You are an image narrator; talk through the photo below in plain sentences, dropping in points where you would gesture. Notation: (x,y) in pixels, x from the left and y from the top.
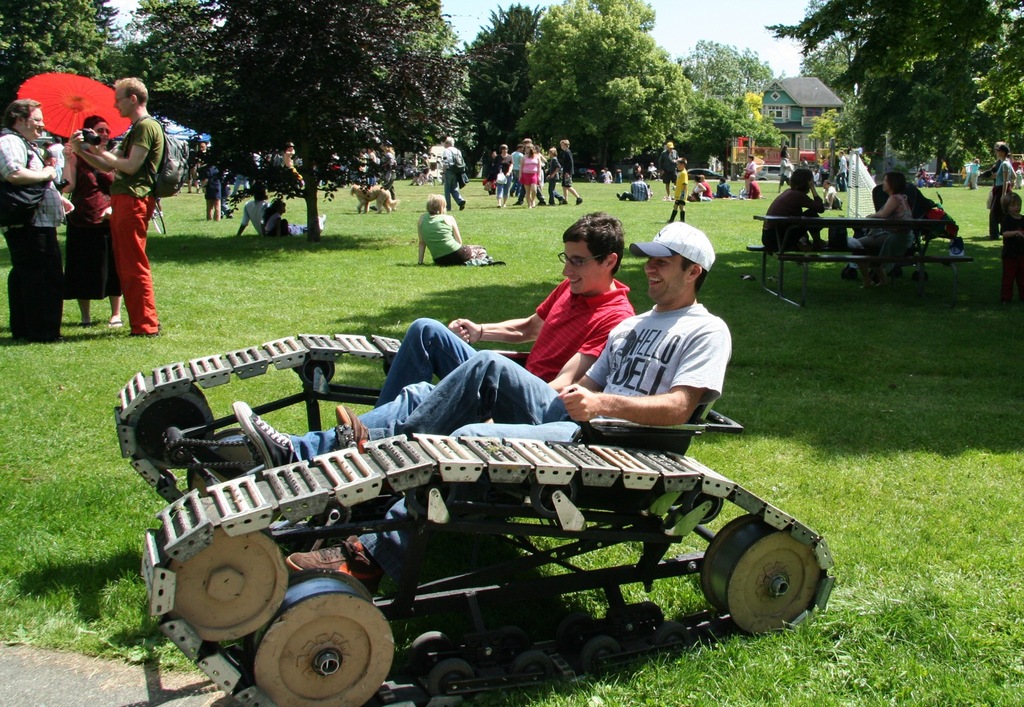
In this image I can see an open grass ground (370,321) and on it I can see number of people (386,175) where few are sitting and rest all are standing. In the front (149,528) I can see two men (544,399) are sitting on a vehicle (162,537). In the background (534,106) I can see number of trees (541,112), a house (770,113) and on the right side of this image (791,263) I can see a bench (819,221).
